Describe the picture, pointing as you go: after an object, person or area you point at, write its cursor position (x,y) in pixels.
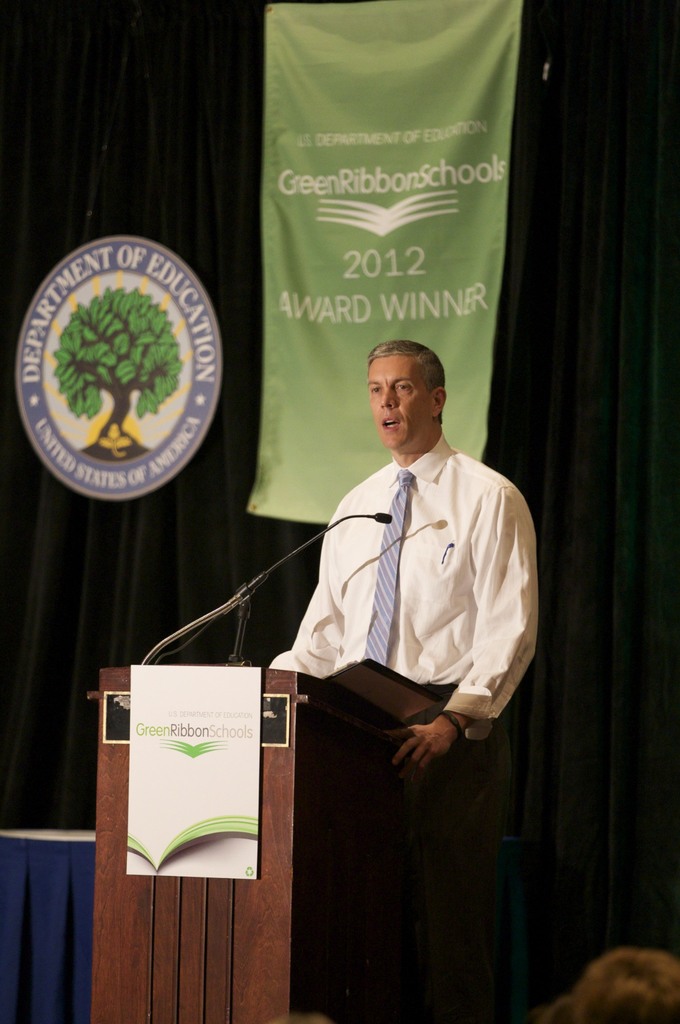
In this image I can see a man (340,505) is standing, I can see he is wearing, white shirt (340,581) and tie (388,603). I can also see a podium (116,974), a white colour board (171,702), a mic (185,631), green cloth (286,4), one more board (152,246) in background (110,255) and I can also see something is written at many places.
